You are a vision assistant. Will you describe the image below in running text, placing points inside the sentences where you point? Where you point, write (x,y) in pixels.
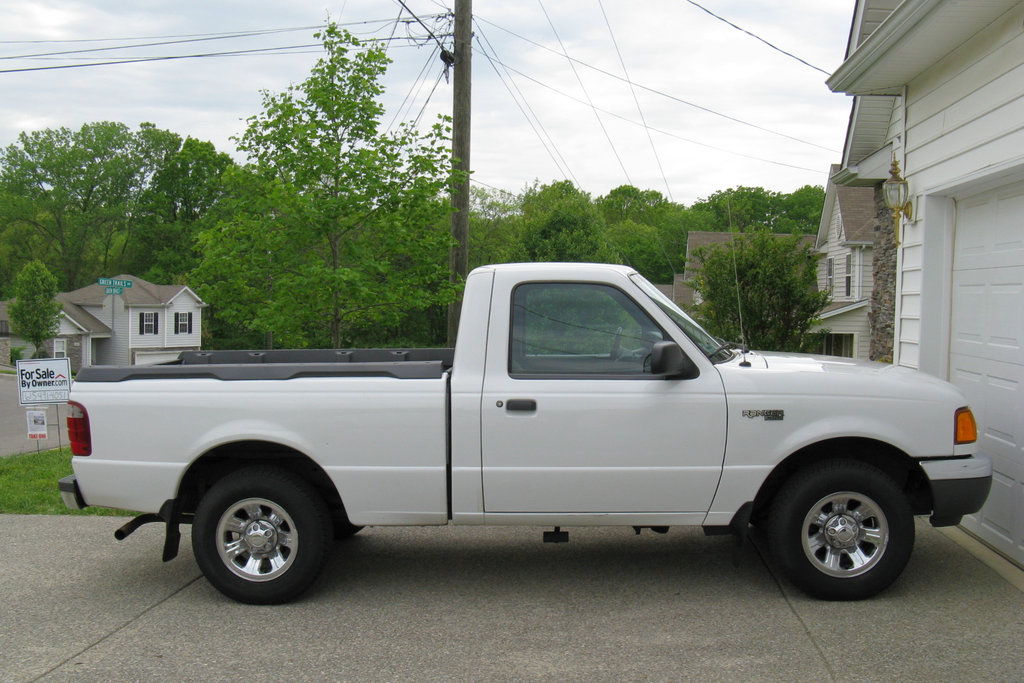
In this image I can see a vehicle (429,363) in white color. Background (208,264) I can see few houses (1012,333) in white color, trees (327,247) in green color and the sky (699,76) is in white color.
